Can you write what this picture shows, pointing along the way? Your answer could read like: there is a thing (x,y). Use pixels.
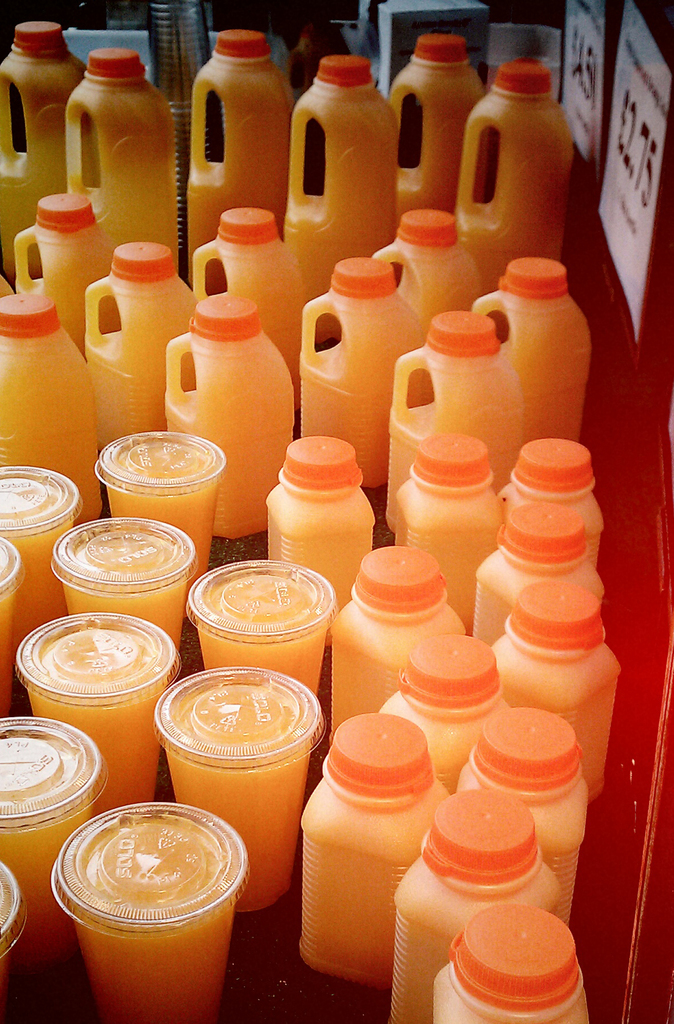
In this picture there are bottles (299,353), glasses (229,690) and jars (149,218) in the glass (144,612), jar (129,226) and bottles (495,778) filled with liquid (383,872). Background of this items (288,385) is wall (596,322).
